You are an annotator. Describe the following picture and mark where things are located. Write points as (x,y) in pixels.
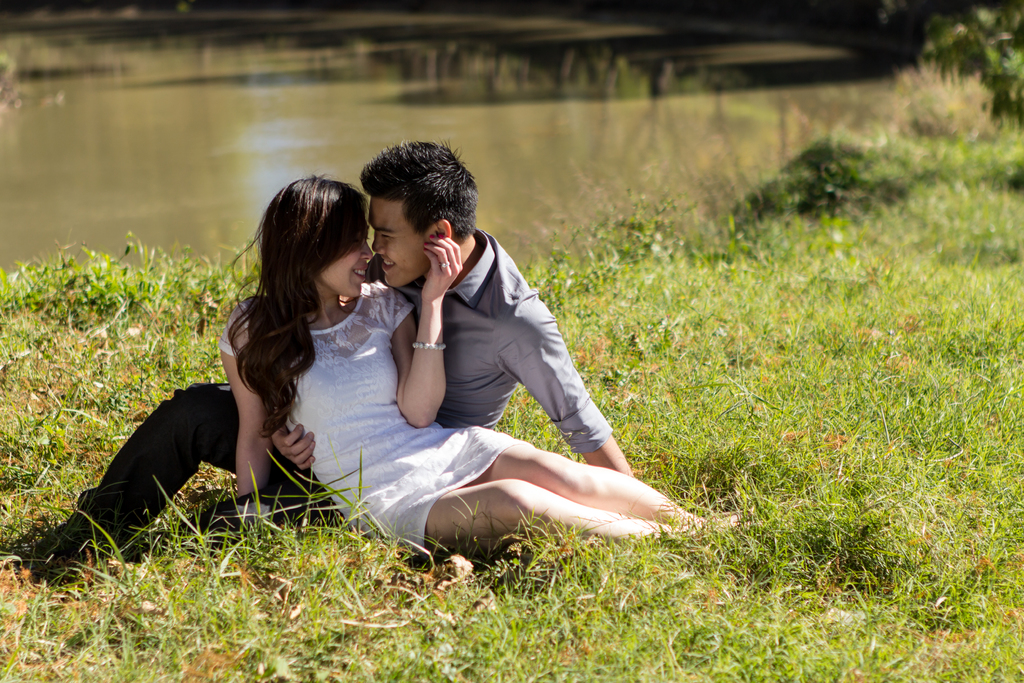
In this image I can see a couple (345,413) sitting on the grass (837,485). In the background (163,148), I can see the water (192,133).
